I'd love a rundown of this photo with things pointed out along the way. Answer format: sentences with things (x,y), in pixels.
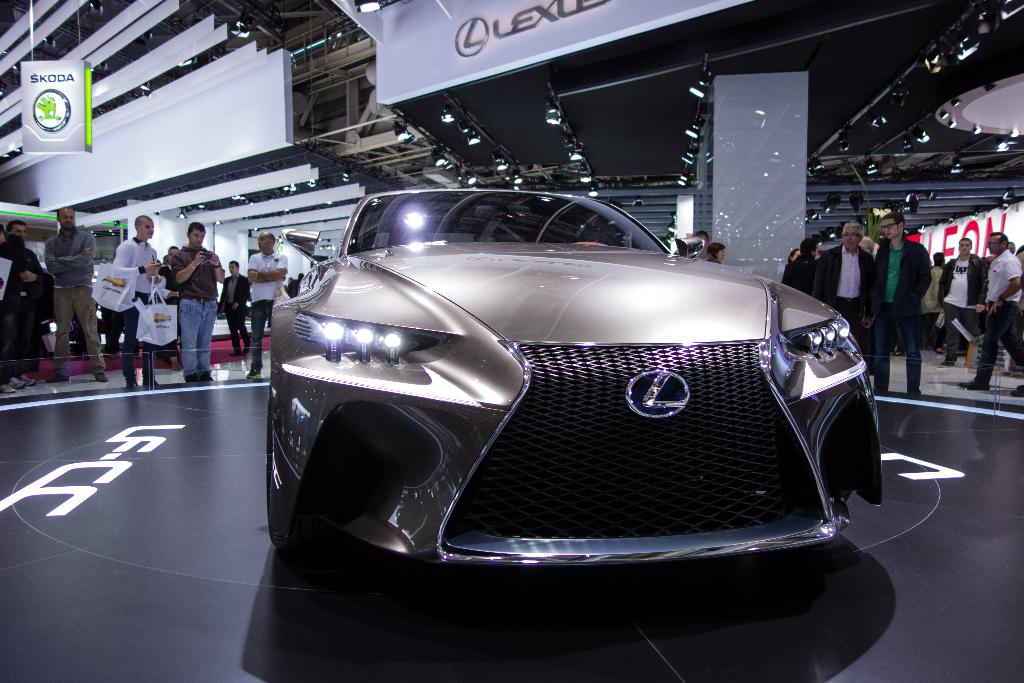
In this picture I can see a car (560,376) and I can see few people (146,301) are standing and couple of them are walking and I can see few boards (420,87) with some text (969,227) and I can see lights (479,141) on the ceiling (544,147) and I can see a man (152,234) carrying couple of bags (156,290) and it looks like inner view of a showroom (287,160).
